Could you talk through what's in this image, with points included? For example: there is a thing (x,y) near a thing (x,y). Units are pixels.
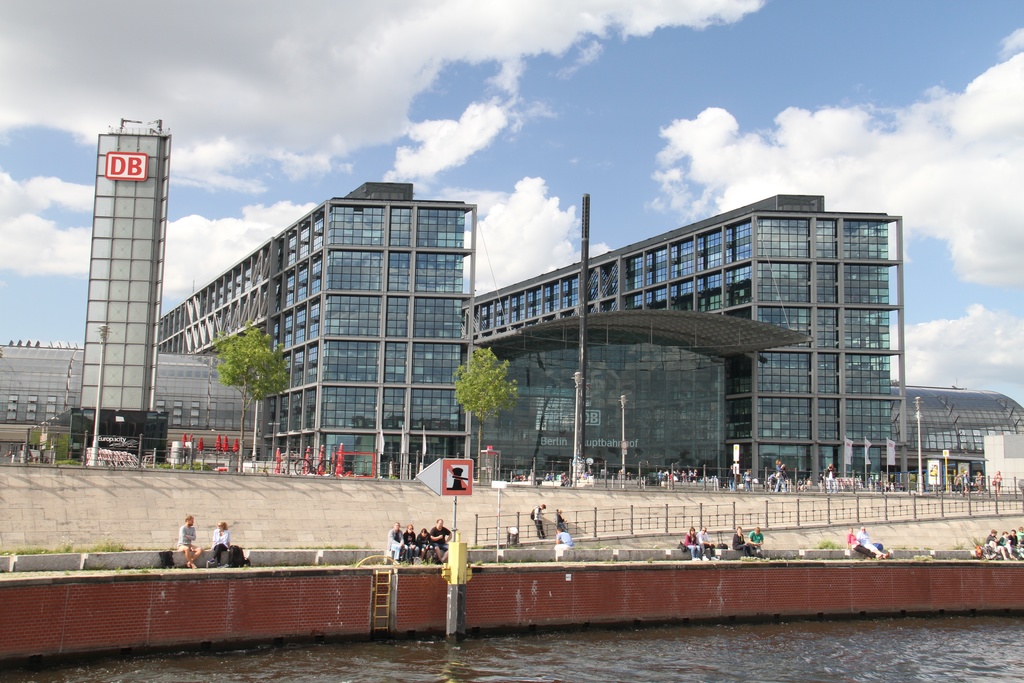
Sky (396,89) is cloudy. Buildings (449,307) with glass windows (722,434). Front we can see water (715,660), fence (991,512) and people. This is sign board (450,473). In-front of this buildings (299,302) there are trees (505,406) and flags (891,458).
